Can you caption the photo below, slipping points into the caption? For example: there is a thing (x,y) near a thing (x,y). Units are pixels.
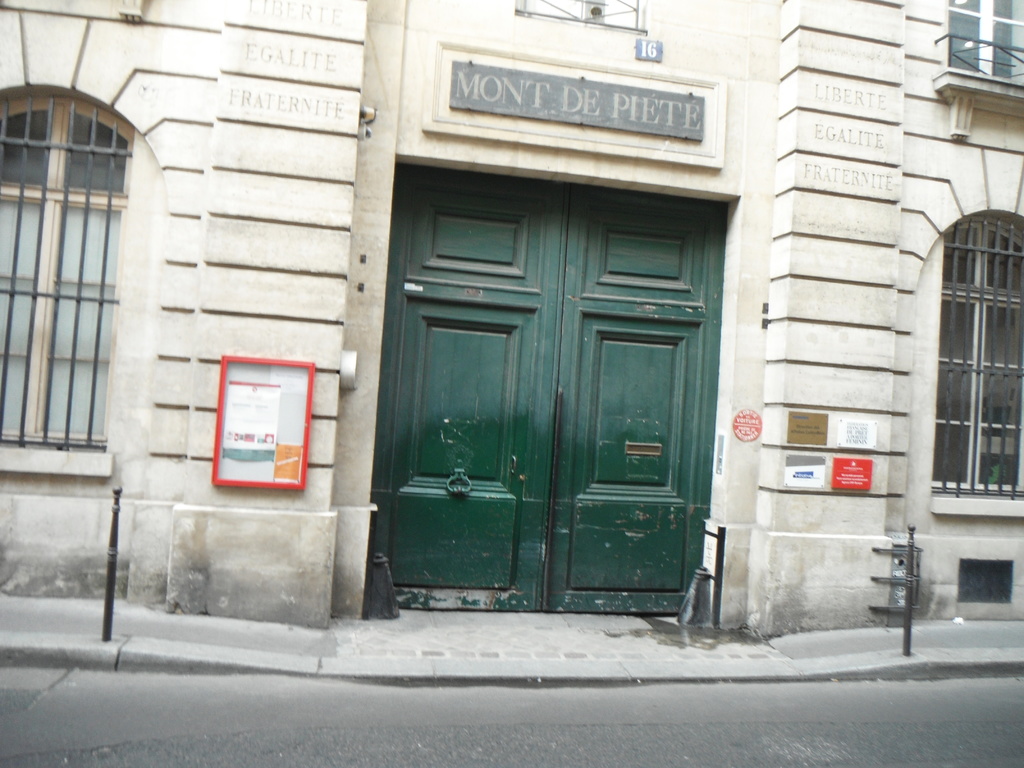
In the image we can see a building (59,536), the windows (69,261) of a building (70,234), fence (83,251), door (529,360), footpath (549,656), small pole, board (604,108), text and a road (889,725).
